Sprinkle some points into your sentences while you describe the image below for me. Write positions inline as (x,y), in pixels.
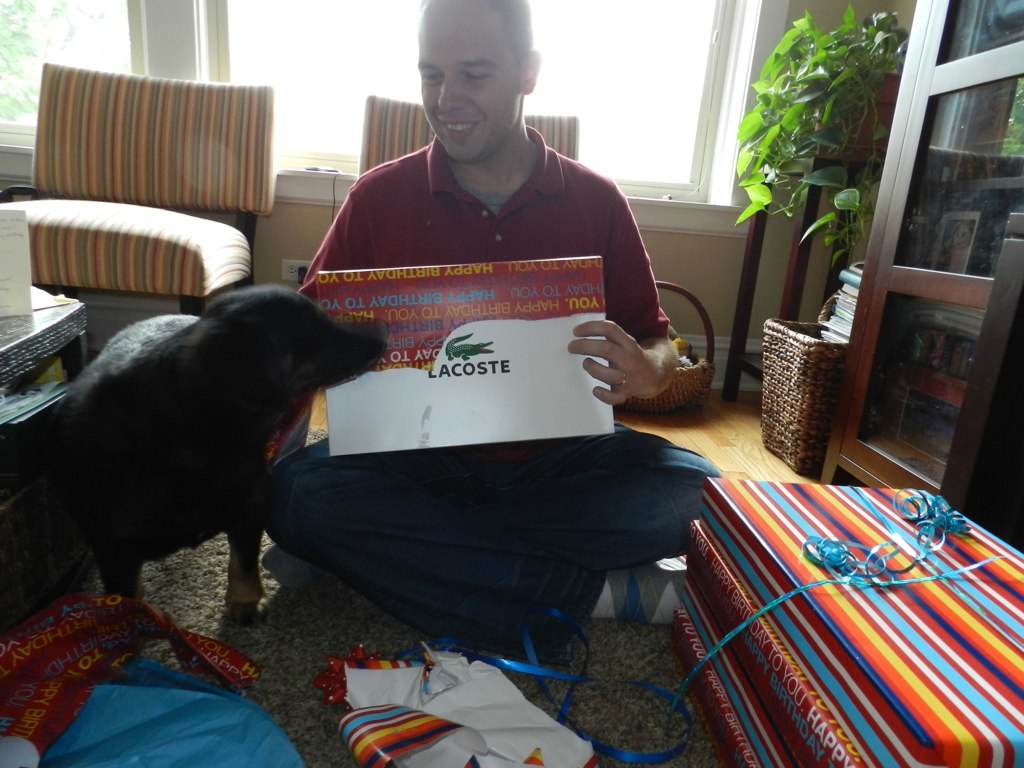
A man (470,19) is sitting and opening gift packs (433,420). There is a dog (311,320) beside him. There are table (50,319), gift packs (775,680), two sofa chairs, house plant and cup boards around him.
